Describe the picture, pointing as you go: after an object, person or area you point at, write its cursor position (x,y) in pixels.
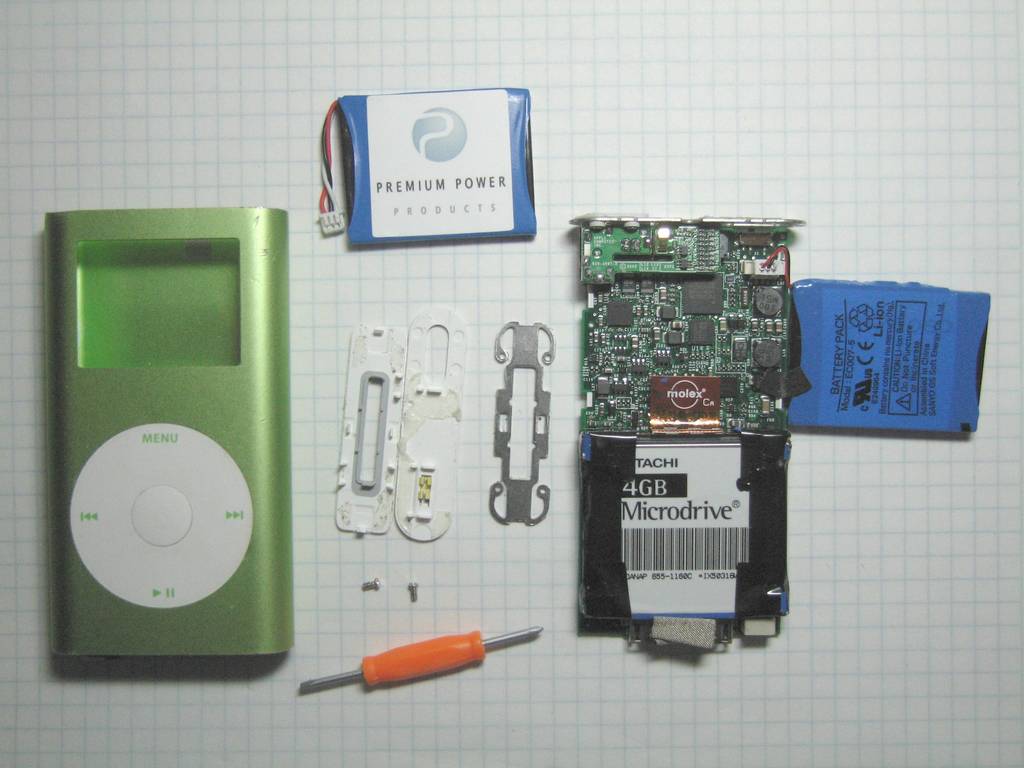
In this image there is a paper (557,549), on which there is a screw driver (493,641), circuit board (625,367), iPod (138,444), some other objects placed on it.
